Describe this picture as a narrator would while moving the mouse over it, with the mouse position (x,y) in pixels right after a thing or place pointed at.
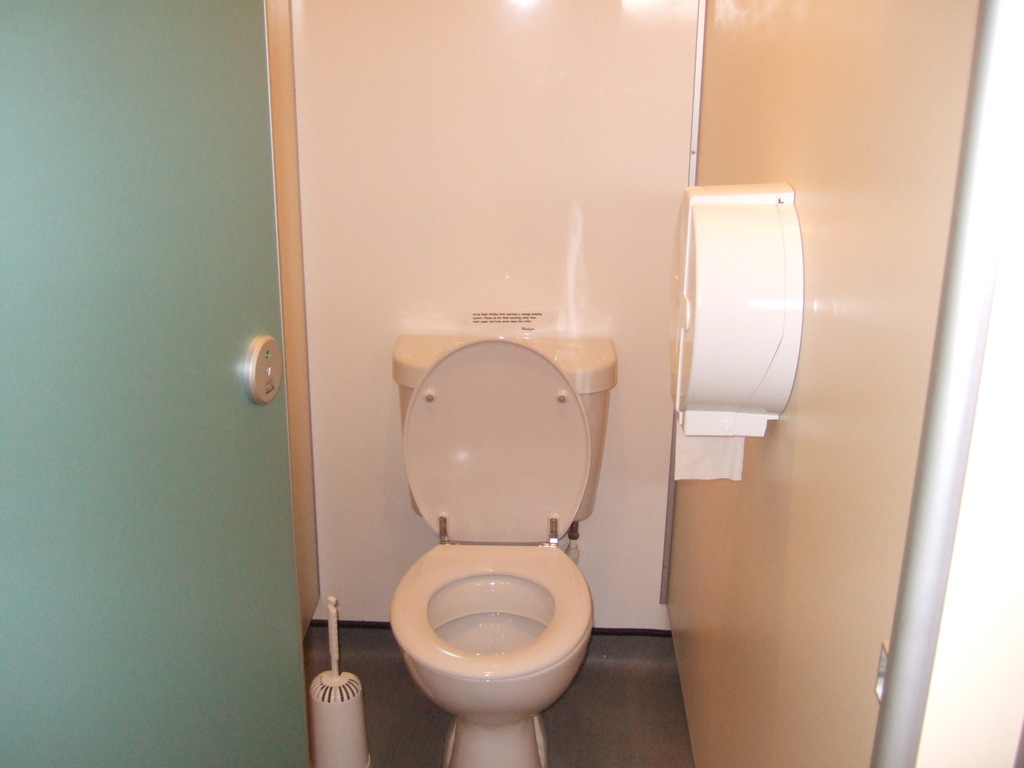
In this image I can see a toilet seat (492,565). Here I can see a door (127,444). On the right side (811,378) I can see a wall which a white color object (753,332) attached to it.
